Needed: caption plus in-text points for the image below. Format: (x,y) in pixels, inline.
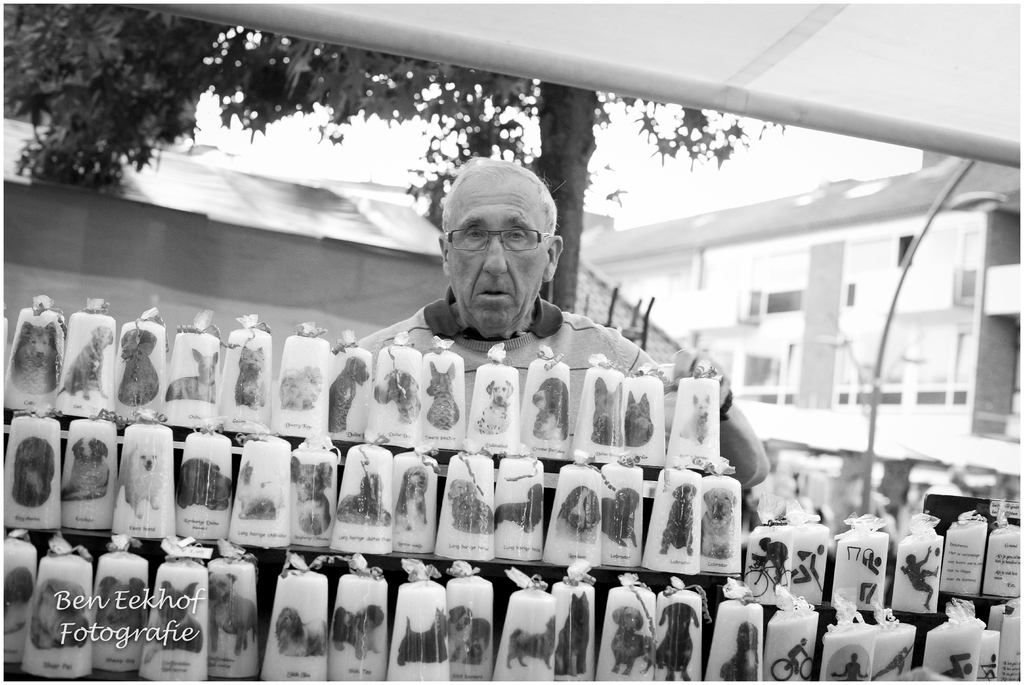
In this picture I can see a man (732,460) standing and I can see few items (601,499) on the cart (554,409) and buildings (825,292) in the background (602,213) and I can see a tree (499,144) and text (131,638) at the bottom left corner of the picture (128,620).
